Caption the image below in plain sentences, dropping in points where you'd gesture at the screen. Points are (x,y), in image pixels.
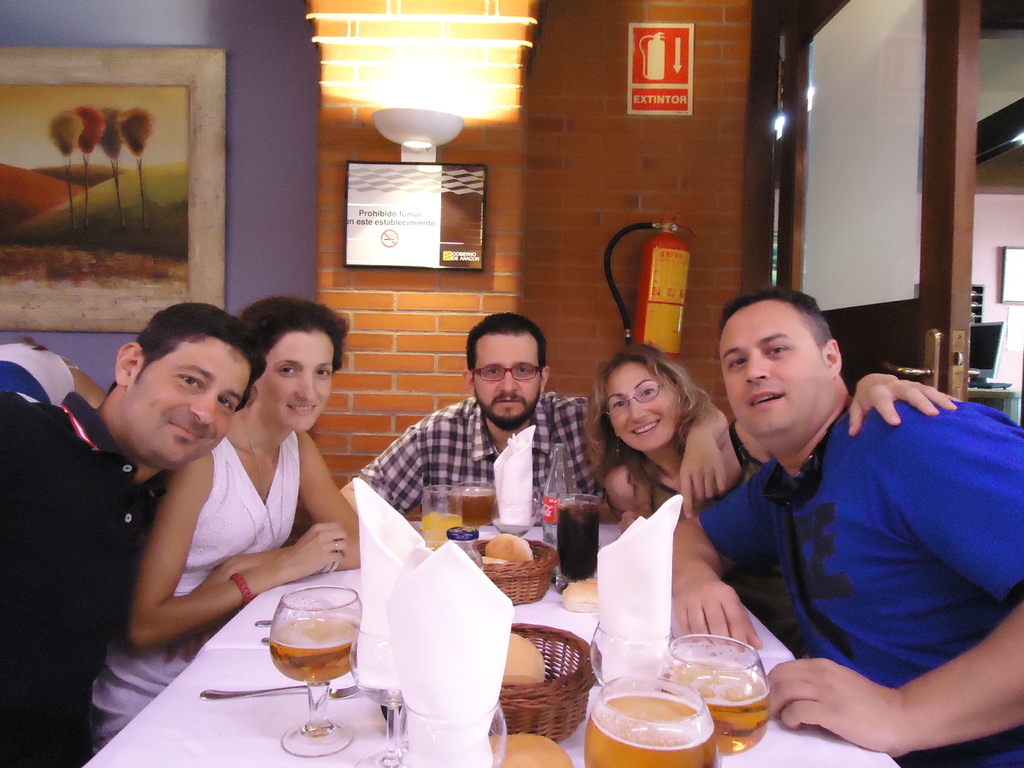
This image is clicked in a room (675,618). There is a door (834,226) in the right side (918,226) and photo frame (116,193) on the left side (148,222). There is a light (387,136) on the top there are people (779,466) sitting around this table (655,572). This table (377,616) consists of glasses (698,765), baskets (509,690), tissues (410,669), spoons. There are two women (648,388) and three men (482,389) in this image. There is a fire extinguisher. There is a cloth (273,701) on this table (298,733).
